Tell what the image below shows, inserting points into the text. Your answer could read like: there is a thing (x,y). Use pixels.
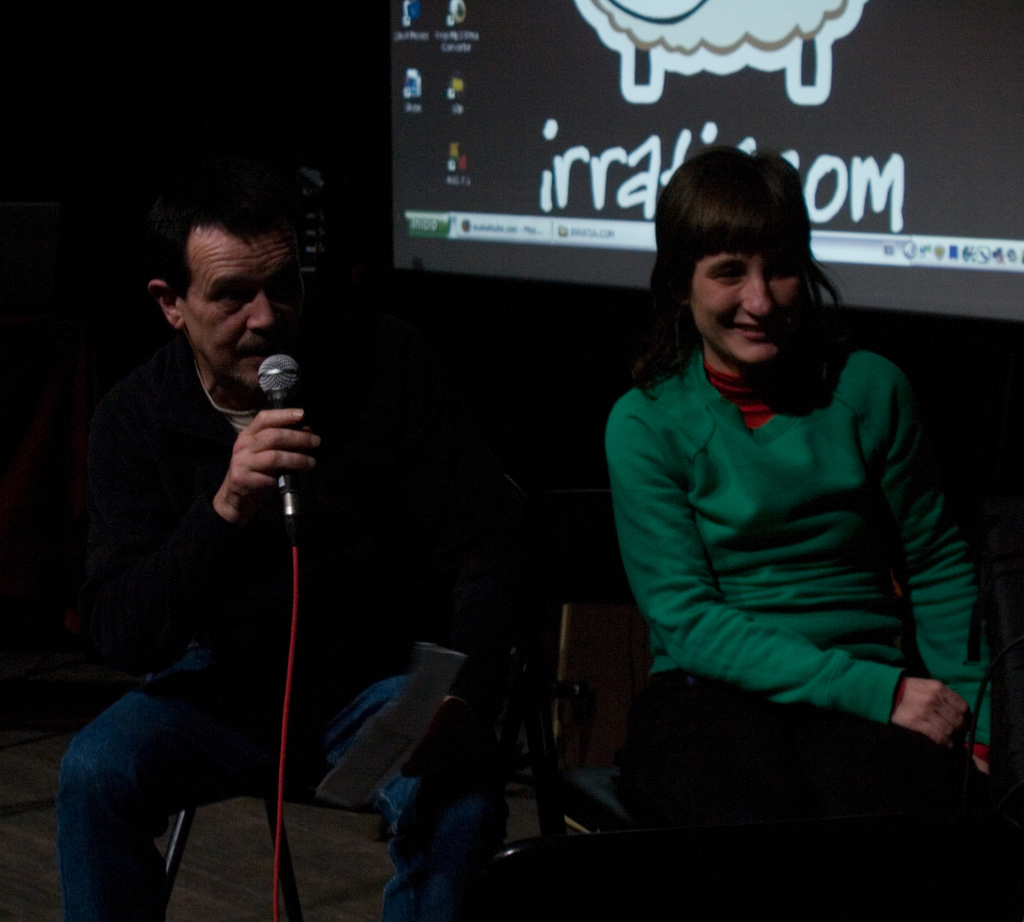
Where two people (796,340) are present in a picture in that one woman (676,619) is wearing a green shirt (735,557) and another man (332,653) is wearing a black shirt (232,559) and blue jeans (205,723) and holding a microphone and behind them there is a one screen (966,208) and these people (780,800) are sitting on the chairs (294,752).
